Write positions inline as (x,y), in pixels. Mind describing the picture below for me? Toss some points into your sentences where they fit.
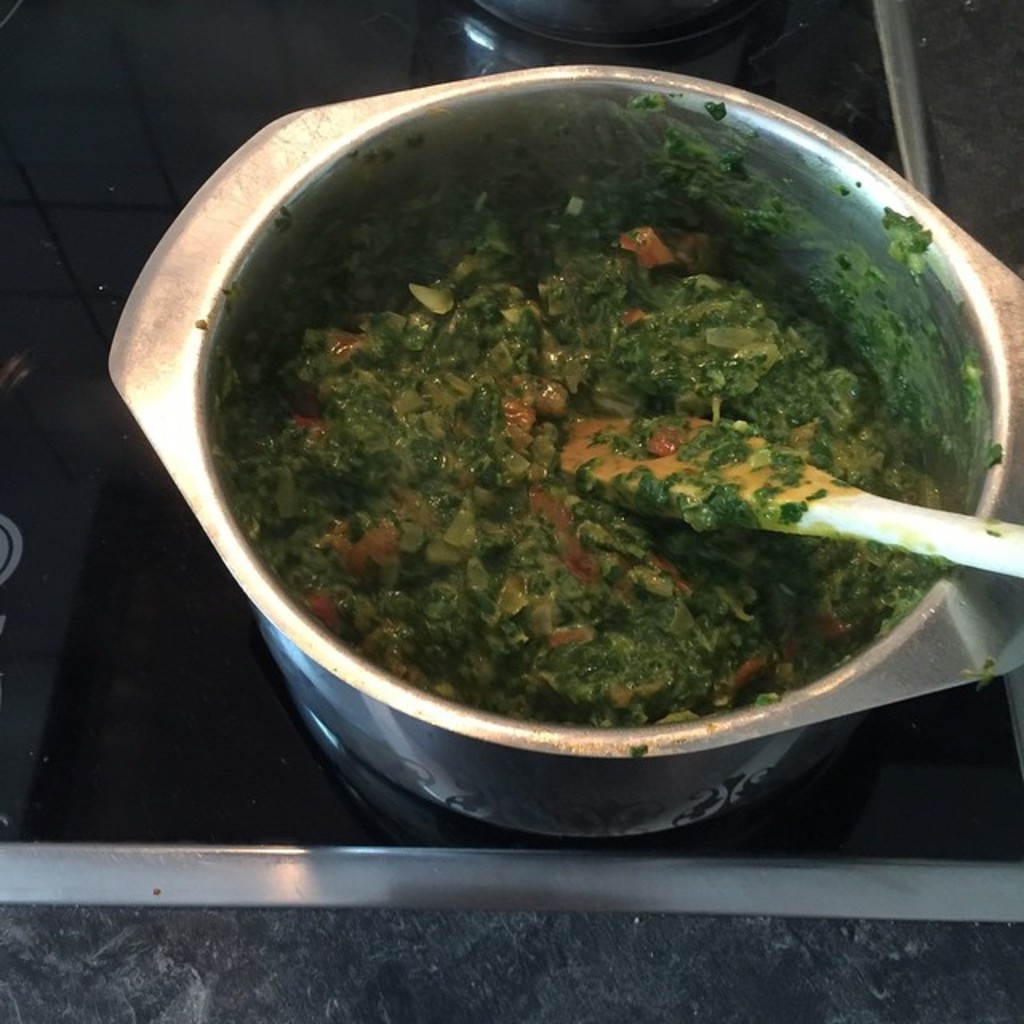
In this food container (428,161) there is a food (632,666) and spatula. This food container (900,670) is on a black surface (358,834).
